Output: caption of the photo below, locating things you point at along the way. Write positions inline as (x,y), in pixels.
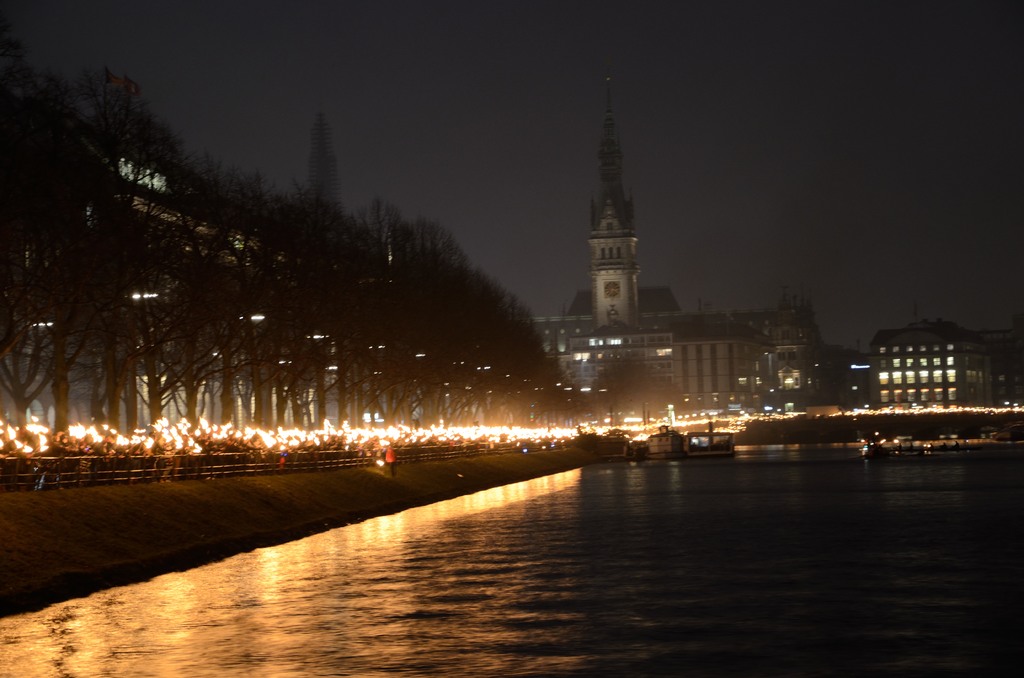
Here in this picture on the right side (841,605) we can see water (538,529) present all over there and we can see a couple of boats (665,426) in it and on the left side (266,449) we can see number of people (97,448) standing on the road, as they are carrying something, which is lightened up and we can see railing (502,451) beside them all over there and we can also see trees (192,325) present over there and we can see building towers (594,317) and buildings (797,375) present over there.
